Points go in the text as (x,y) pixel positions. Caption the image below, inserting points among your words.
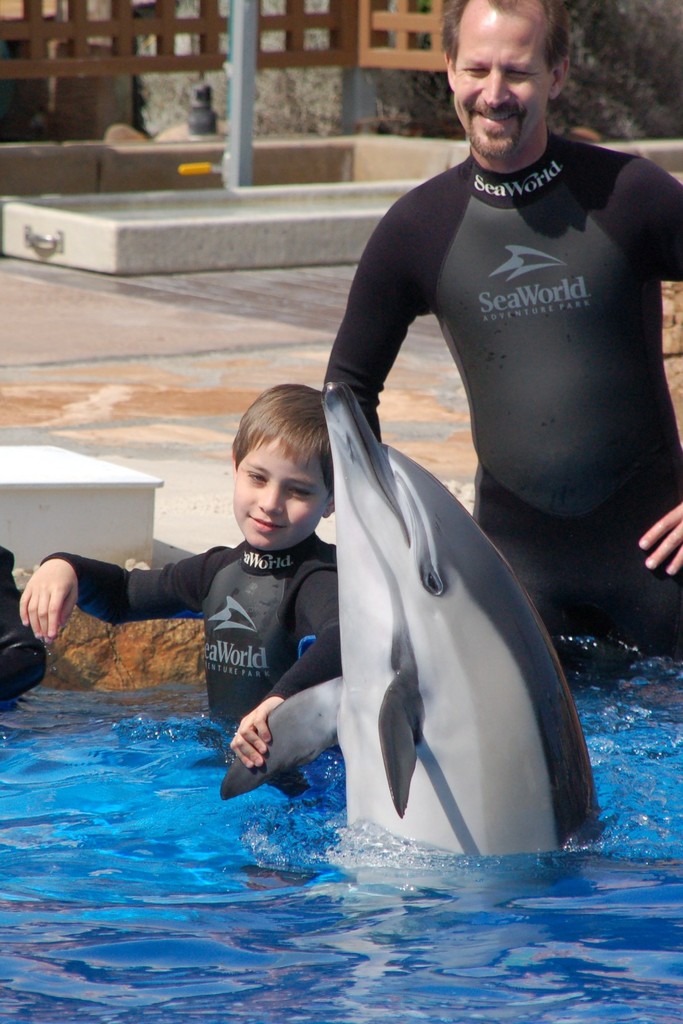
In this image there is a person (588,610) in the pool (621,707), in front of the person (486,344) there is a child (271,570) with a dolphin (365,618). In the background (217,166) there is a wooden fence (59,38), pole (230,19) trees (580,7) and other objects (221,216) are on the path (45,430).
